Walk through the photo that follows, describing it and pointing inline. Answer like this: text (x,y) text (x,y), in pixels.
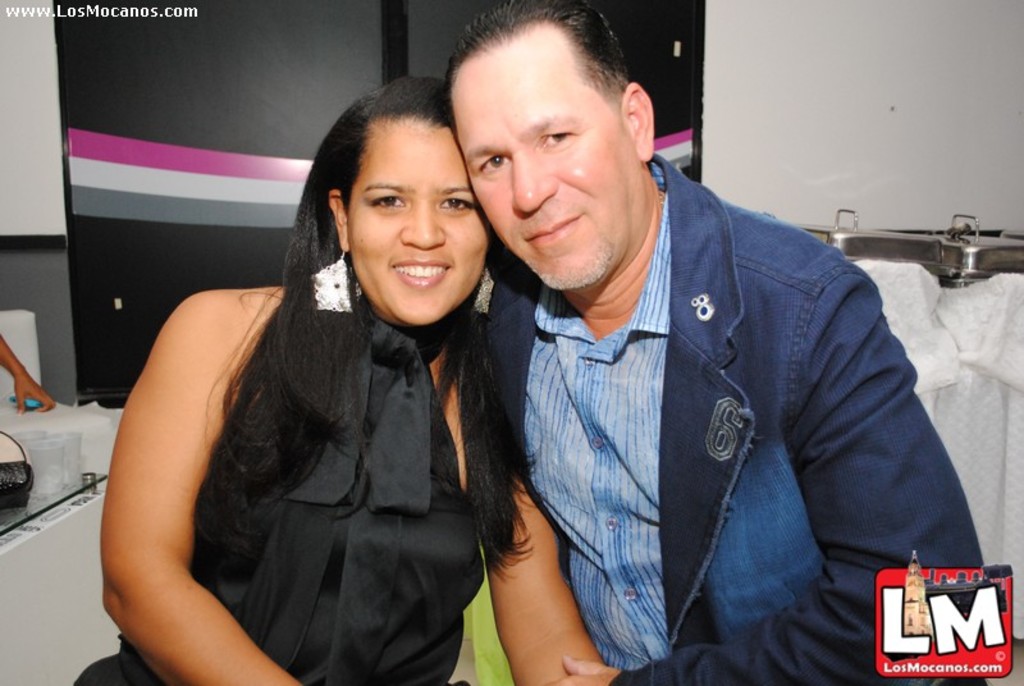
In this picture there is a man (680,641) and a woman (210,659) in the center of the image (519,237) and there is a poster (234,76) in the background area of the image (234,76).
